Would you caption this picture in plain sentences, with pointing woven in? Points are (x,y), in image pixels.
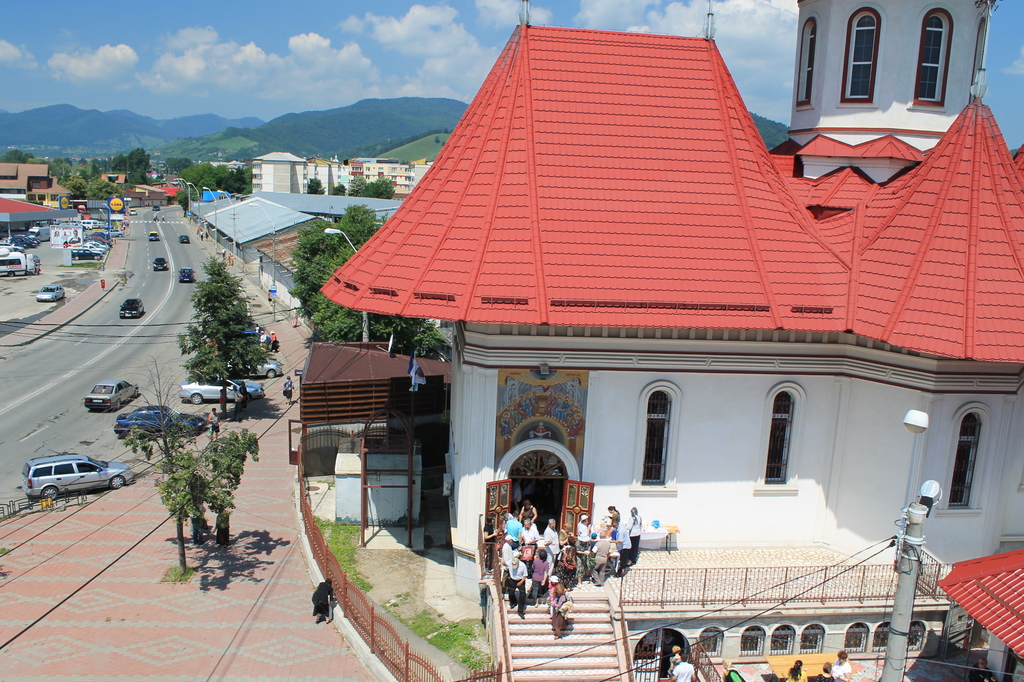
On the left side (106,646), there is a footpath (135,615) on which there are trees (222,284) and persons (273,352). There are persons (513,518) on the floor (662,554) of a building (531,202) which is having red color roof (733,217). There is a pole (898,668) having cables (821,585). In the background (150,368), there are vehicles (150,421) on the road (76,437), trees (195,184), buildings (307,180), mountains (86,144) and there are clouds (467,25) in the blue sky (285,34).
